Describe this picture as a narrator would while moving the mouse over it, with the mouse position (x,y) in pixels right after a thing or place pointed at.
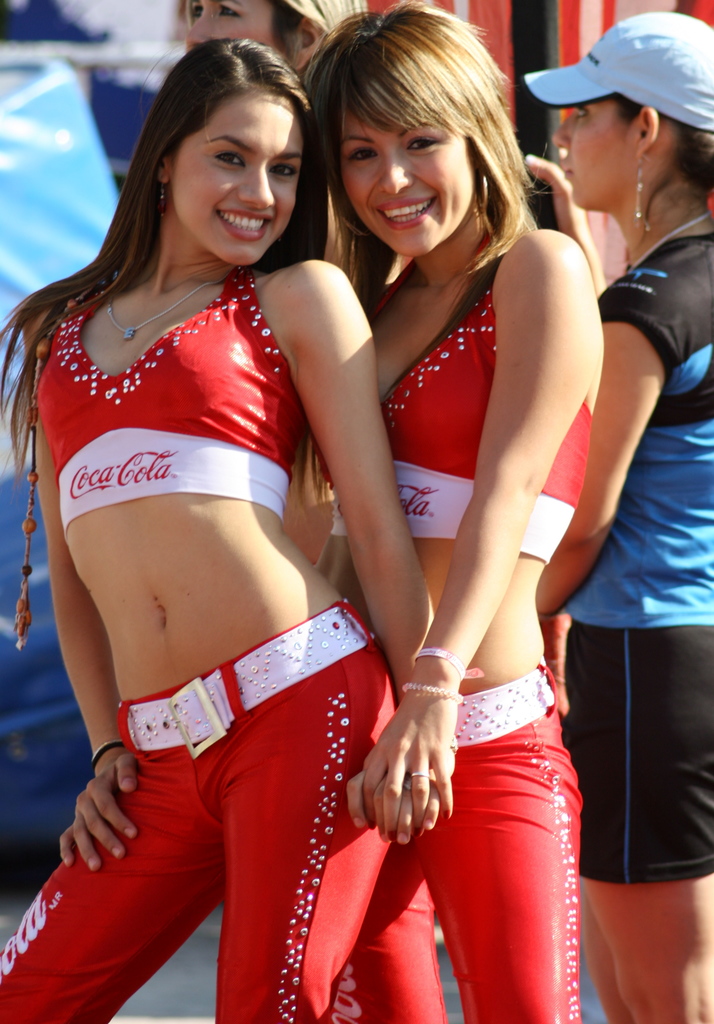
In this image in the front (492,453) there are women (433,556) standing and smiling. In the background (609,130) there are persons (711,261) and there are objects (111,116) which are blue and red in colour.
